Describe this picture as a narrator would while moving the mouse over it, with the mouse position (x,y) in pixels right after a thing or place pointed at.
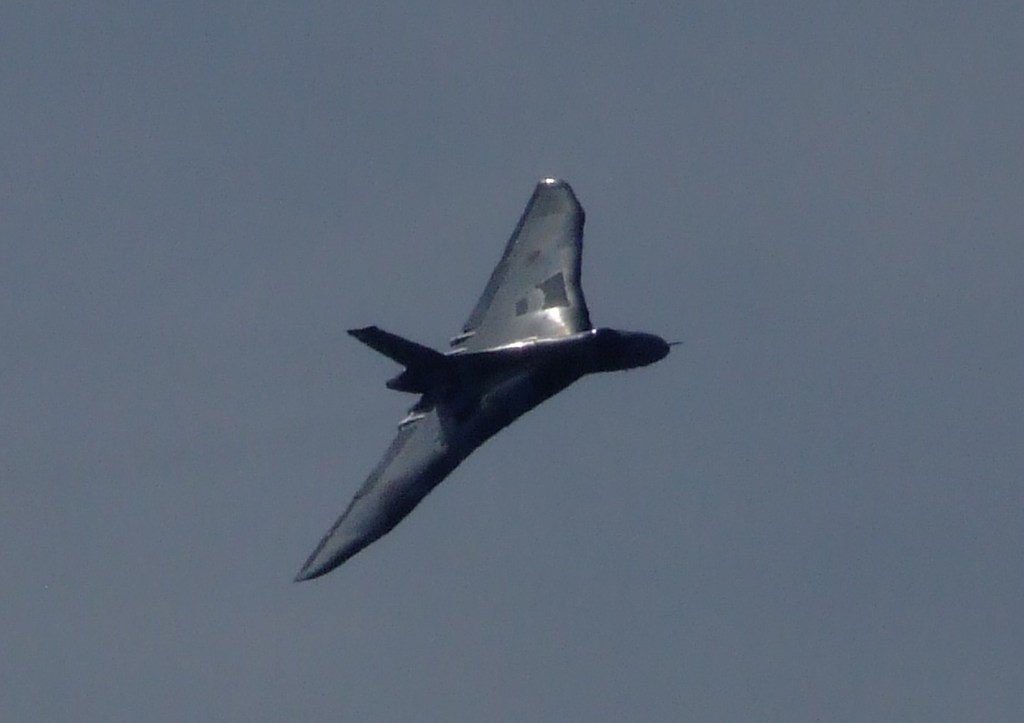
In the middle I can see an aircraft (408,509). The background (657,171) is grey in color. This image is taken may be in the evening.
